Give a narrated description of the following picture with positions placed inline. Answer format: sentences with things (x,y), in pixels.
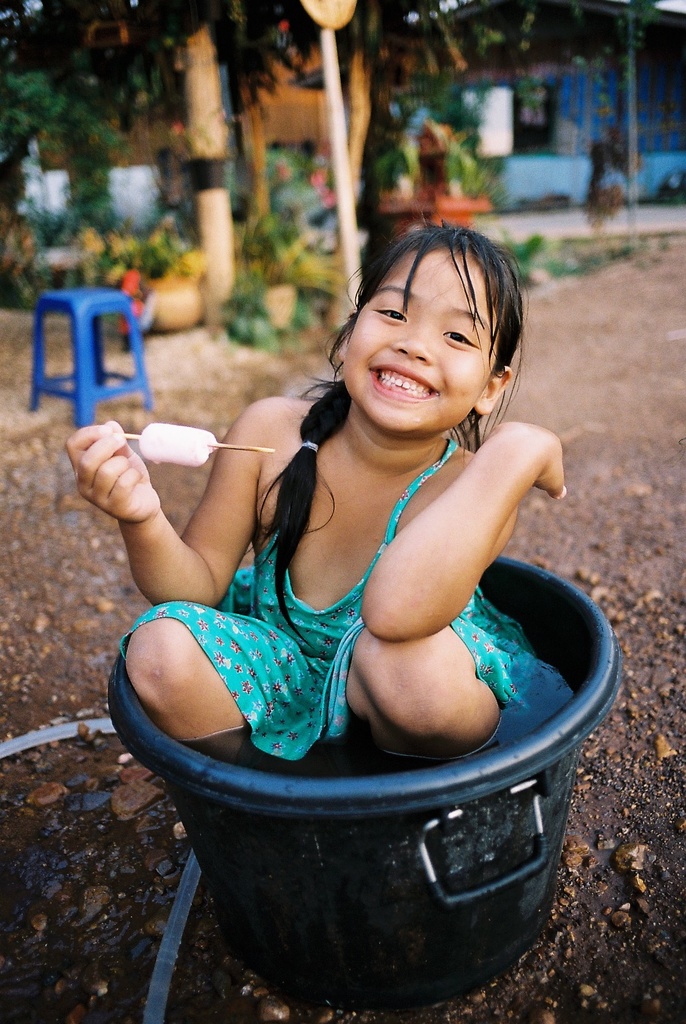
In this image in the center (442,361) there is one girl (352,666) who is sitting in a bucket (387,922), and she is holding an ice cream (182,448). And in the background (118,157) there are some flower pots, plants (75,236), stool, pole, boards (509,114) and some houses (504,173). At the bottom (610,888) there is sand (643,631) and some stones (168,872).
